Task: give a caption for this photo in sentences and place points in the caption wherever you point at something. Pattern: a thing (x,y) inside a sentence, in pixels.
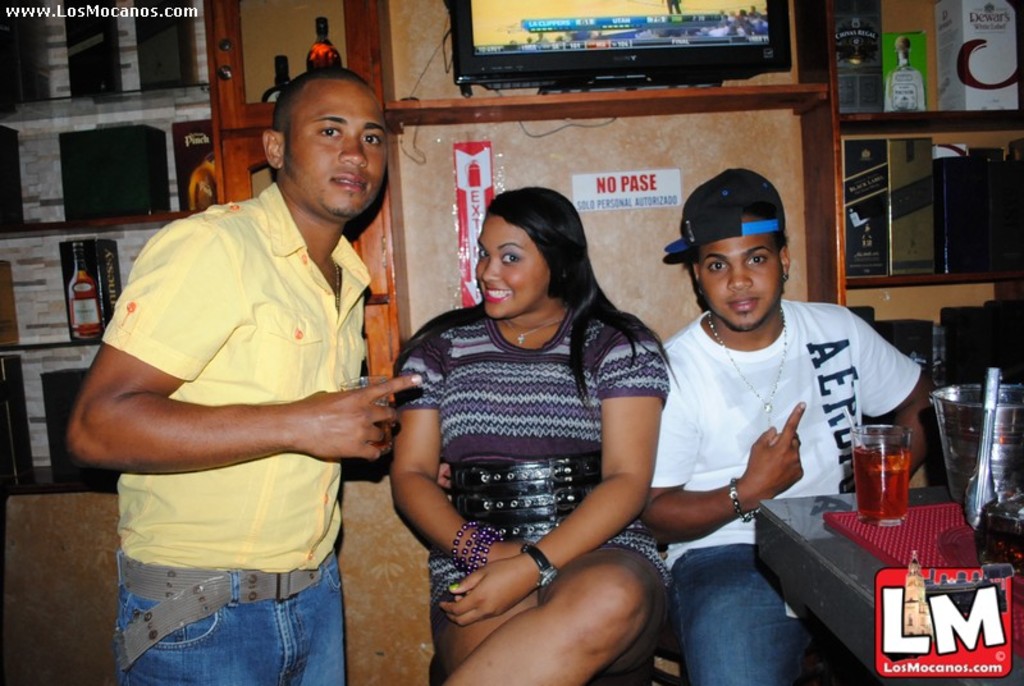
This is an inside view. Here I can see a man (284,385) is standing by holding a glass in the hand (351,400). He is facing towards the right side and looking at the picture. Beside him two persons (607,413) are sitting, smiling and giving pose for the picture. On the right side (865,518) there is a table (818,547) on which a glass (880,483) and some other objects (979,463) are placed. In the background (120,134) few boxes (858,203) are arranged in the racks (823,220). At the top of the image (550,37) there is a monitor (599,37). In the bottom right-hand corner (940,613) there is a logo (946,629).
